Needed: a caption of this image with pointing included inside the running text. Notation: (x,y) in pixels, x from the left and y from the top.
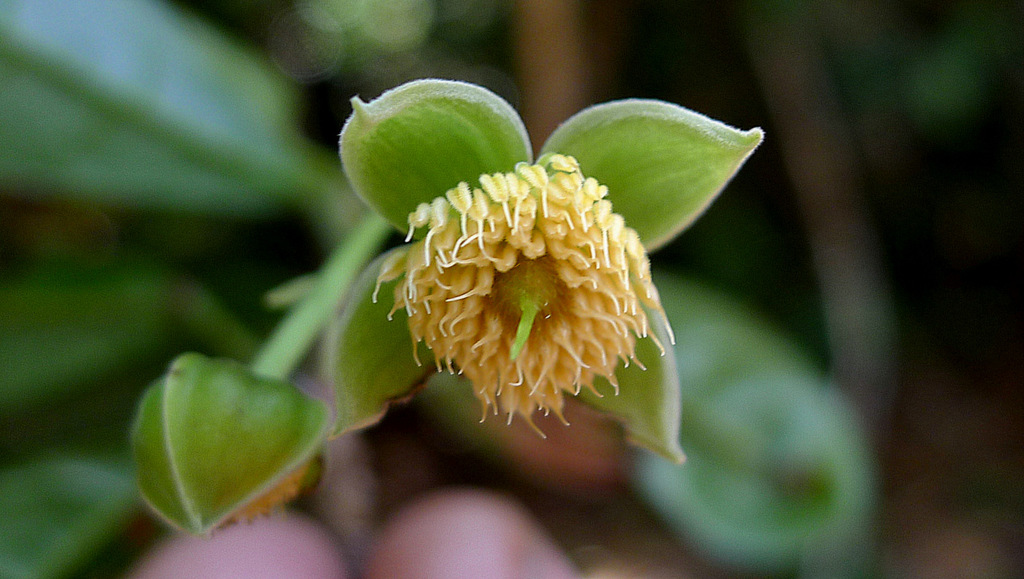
In this image I can see there are pollen grains (566,300) in this flower (522,282), on the left side (217,476) it is the bud (177,428).
